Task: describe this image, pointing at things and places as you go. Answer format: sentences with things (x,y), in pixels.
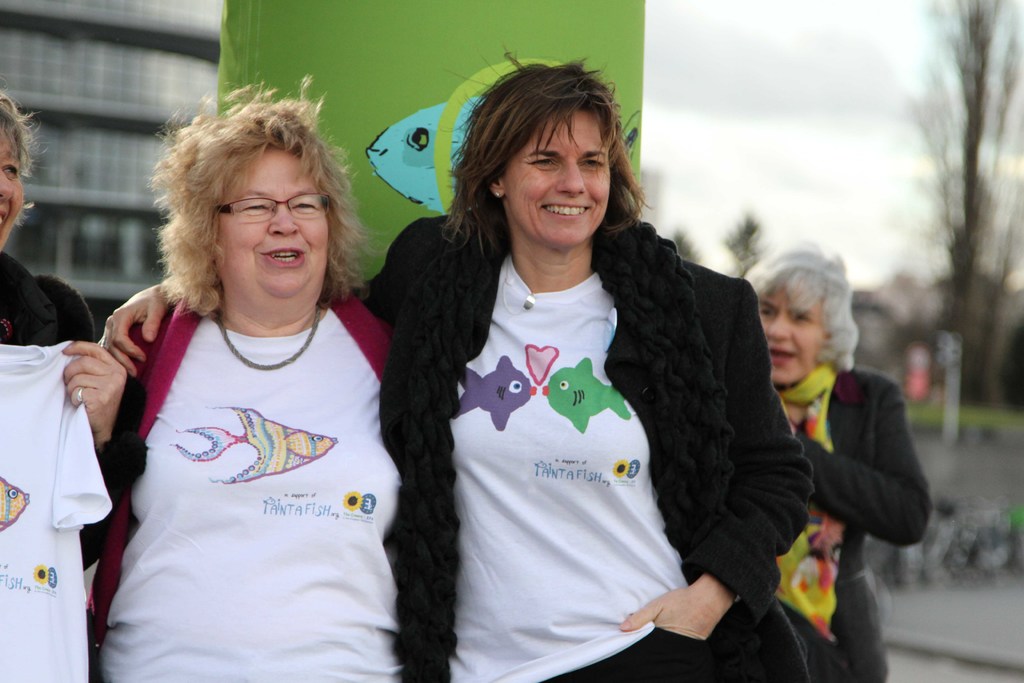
In this image I see 4 women (737,293) who are standing and I see that these 3 (272,268) of them are smiling and these both women (430,299) are white color t-shirts (480,420) and this woman (2,331) is holding the same color t-shirt (55,494) and I see that it is blurred in the background (920,202).
